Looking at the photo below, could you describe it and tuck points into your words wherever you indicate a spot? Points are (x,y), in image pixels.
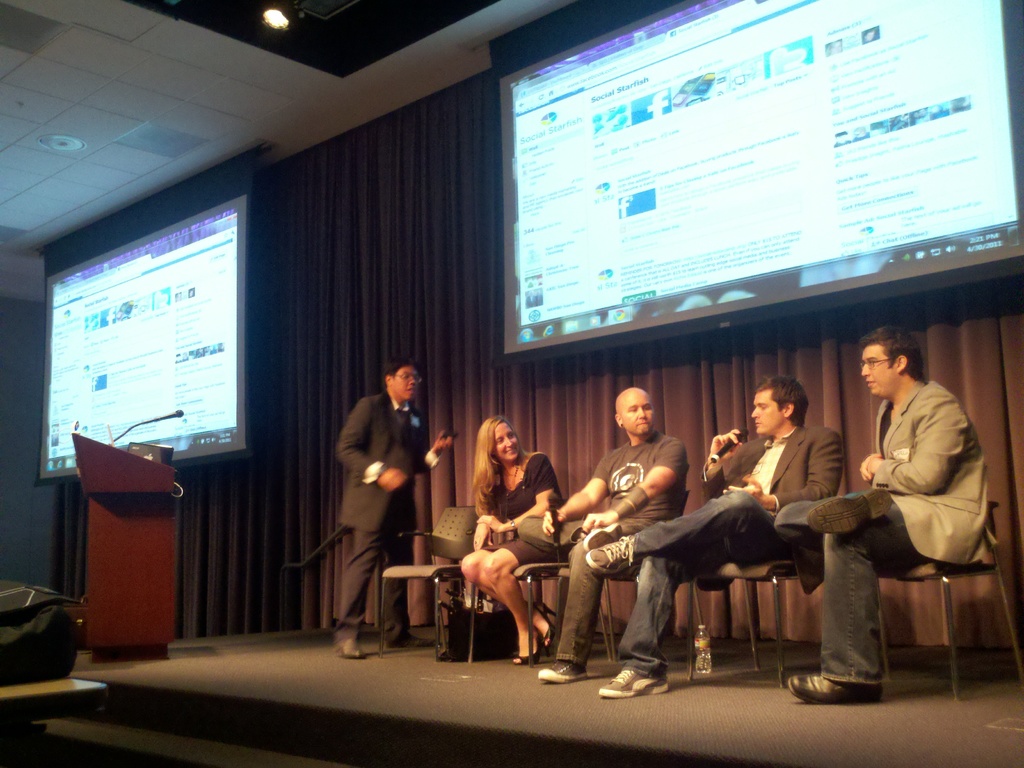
This image is taken indoors. At the bottom of the image (447,706) there is a dais (362,710). At the top of the image (178,90) there is a ceiling (265,35). There is a light (265,24). In the background (435,377) there are a few curtains (349,392). There are two screens (212,310). On the left side of the image (172,482) there is a podium (150,541) with a mic (126,432) on it. In the middle of the image (544,506) a few people (505,523) are sitting on the chairs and a man (364,436) is standing on the dais (358,672). A man (718,475) is holding a mic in his hand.
